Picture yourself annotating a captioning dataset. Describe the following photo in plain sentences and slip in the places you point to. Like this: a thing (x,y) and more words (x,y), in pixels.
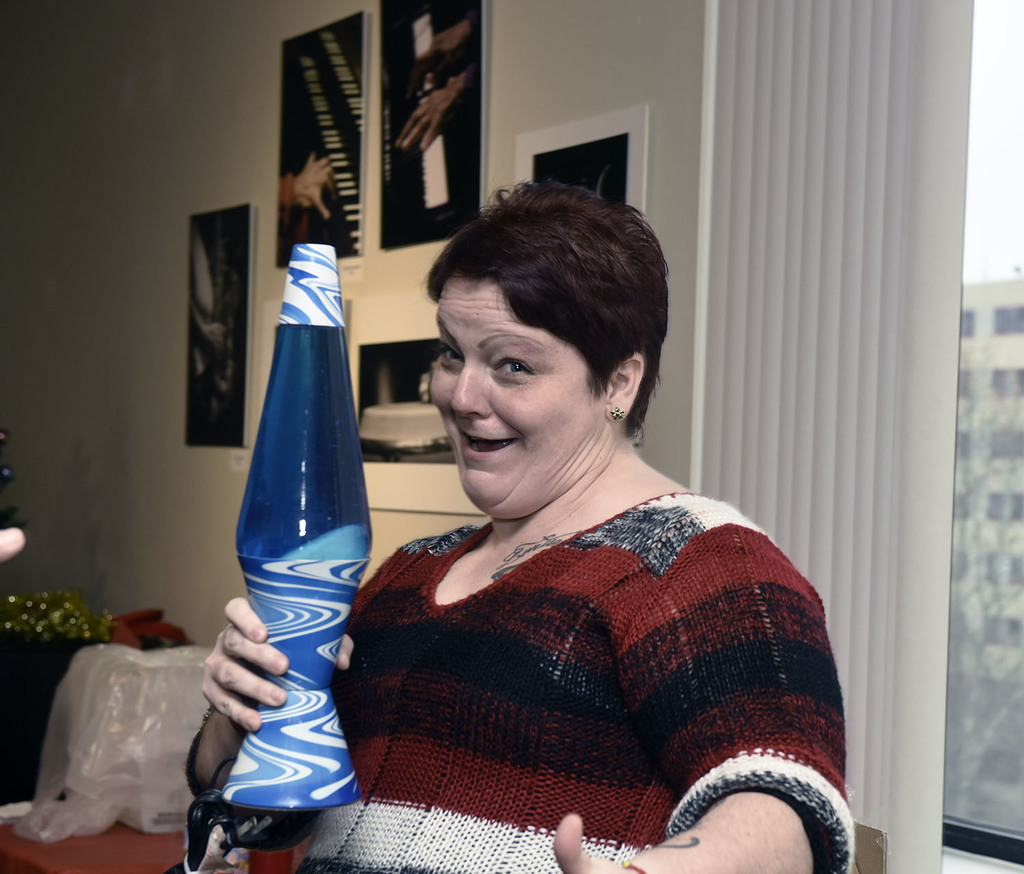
In the picture I can see a woman (522,609) holding a blue color object (252,545) in her hand (242,628) and there are few photo frames (243,205) attached to the wall (375,136) in the background (273,219) and there are few other objects (73,659) in the left corner (66,669).
